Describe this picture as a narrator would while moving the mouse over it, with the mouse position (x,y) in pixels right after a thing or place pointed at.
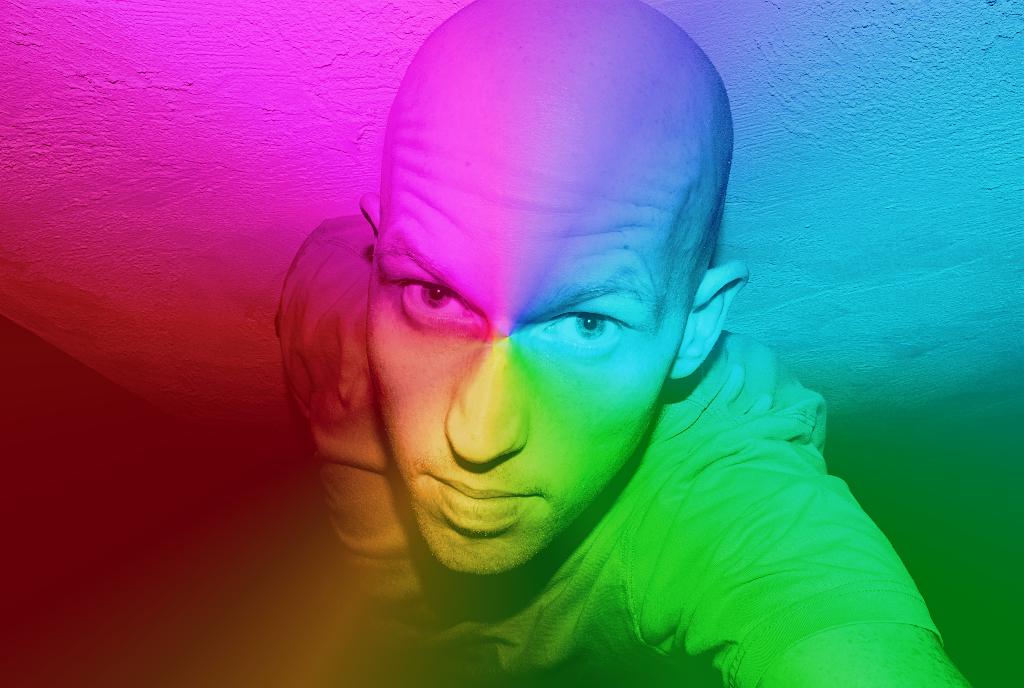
This image consists of a man (504,546) with bald head (463,44). He is taking a selfie picture. In the background (173,239), there is a wall (844,20). And there are lights (263,92) in different colors.
